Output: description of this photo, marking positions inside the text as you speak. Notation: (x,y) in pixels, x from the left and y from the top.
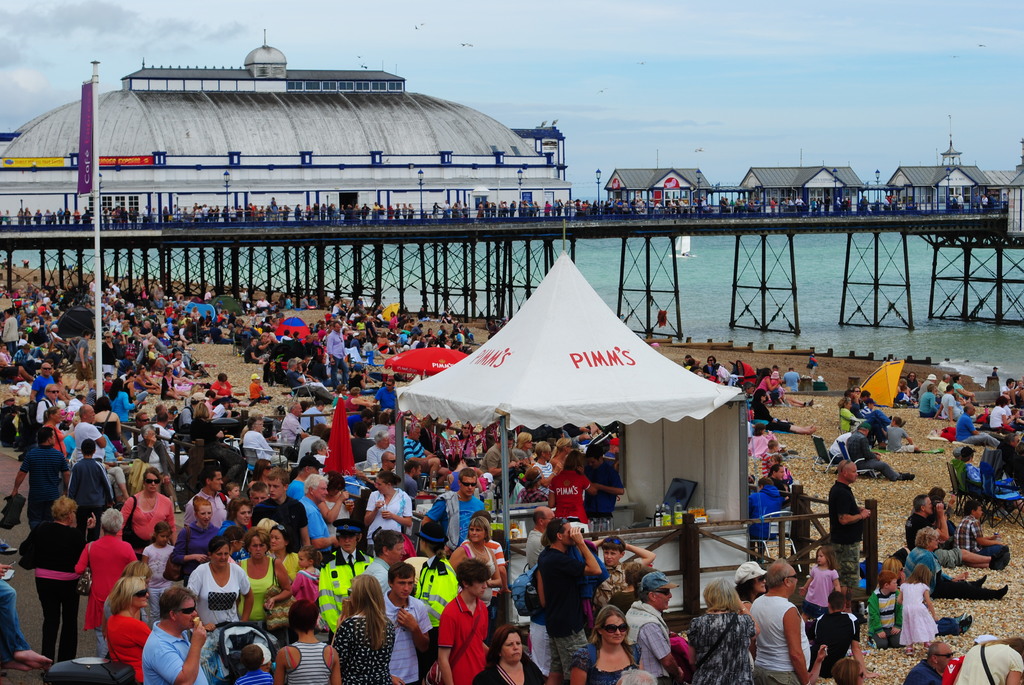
In the image we can see there are lot of people (405,567) standing on the ground (922,646) and others (879,607) are sitting on the ground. There is a tent (678,449) and food court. Behind there is water (901,252) and there is a bridge (505,240). There are people (470,208) standing on the bridge (223,228) and behind there are buildings (560,140). There is a cloudy sky (612,106).
